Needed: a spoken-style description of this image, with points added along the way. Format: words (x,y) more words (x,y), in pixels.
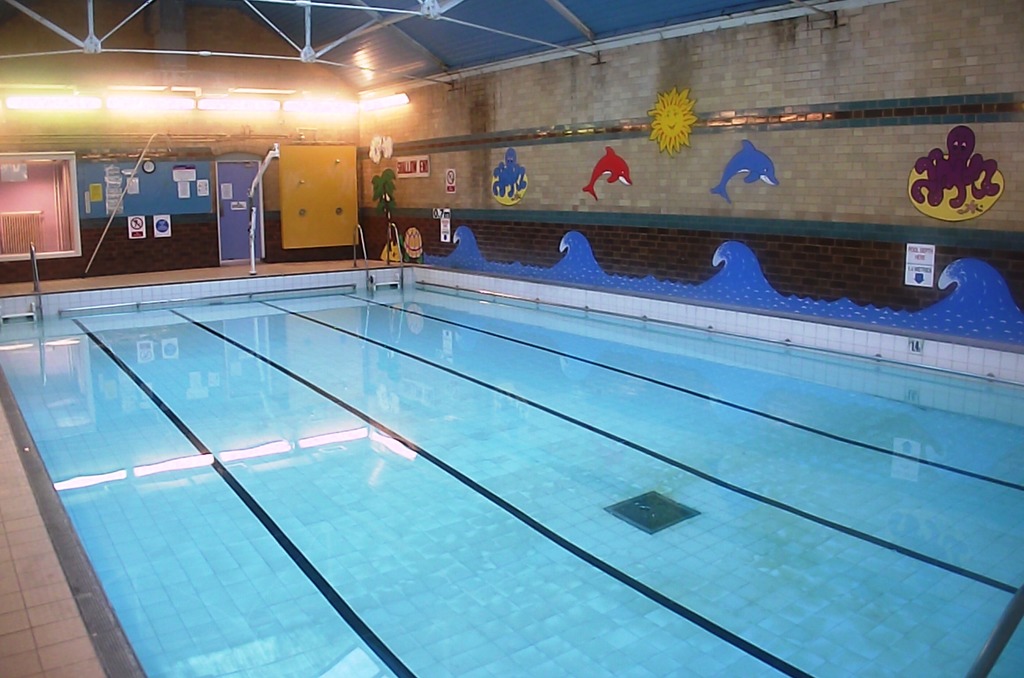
In this picture we can see the swimming pool (377,508) in the front (393,674). Behind there is a notice board (155,183) with some papers (203,187) stick on it. Beside there is a wooden box (326,206) and cladding tiles (568,186) on the wall (349,132) with some lights (393,101). On the top (391,54) we see the iron frame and blue shed (425,44).
